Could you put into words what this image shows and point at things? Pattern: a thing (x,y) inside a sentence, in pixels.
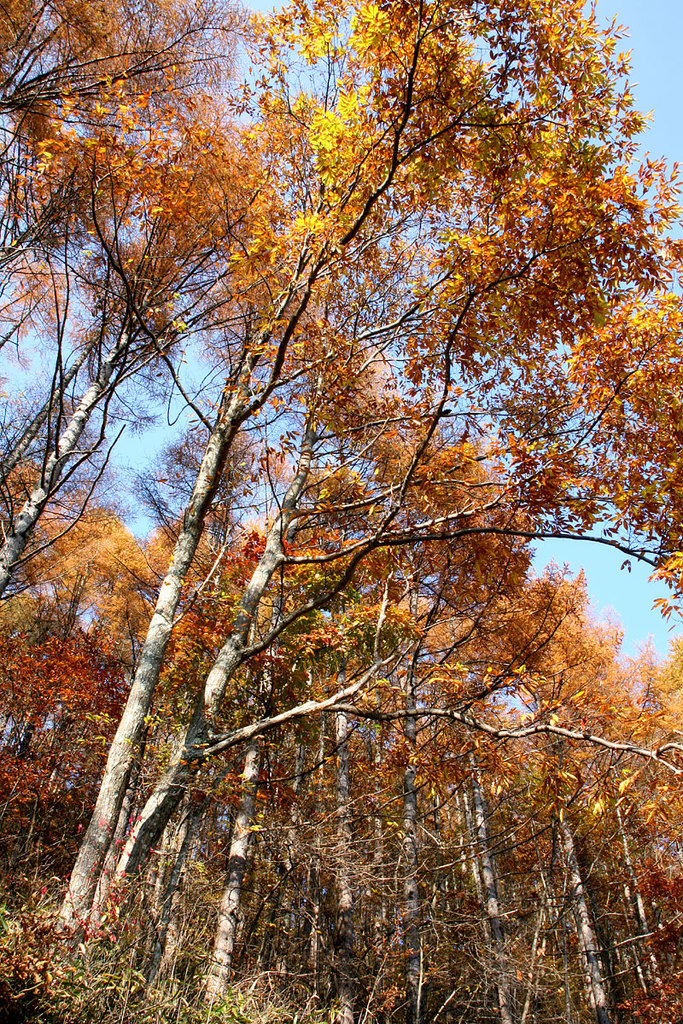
In this image there are so many trees (311,334) with yellow leaves (610,256) under that there is grass (180,1017).
